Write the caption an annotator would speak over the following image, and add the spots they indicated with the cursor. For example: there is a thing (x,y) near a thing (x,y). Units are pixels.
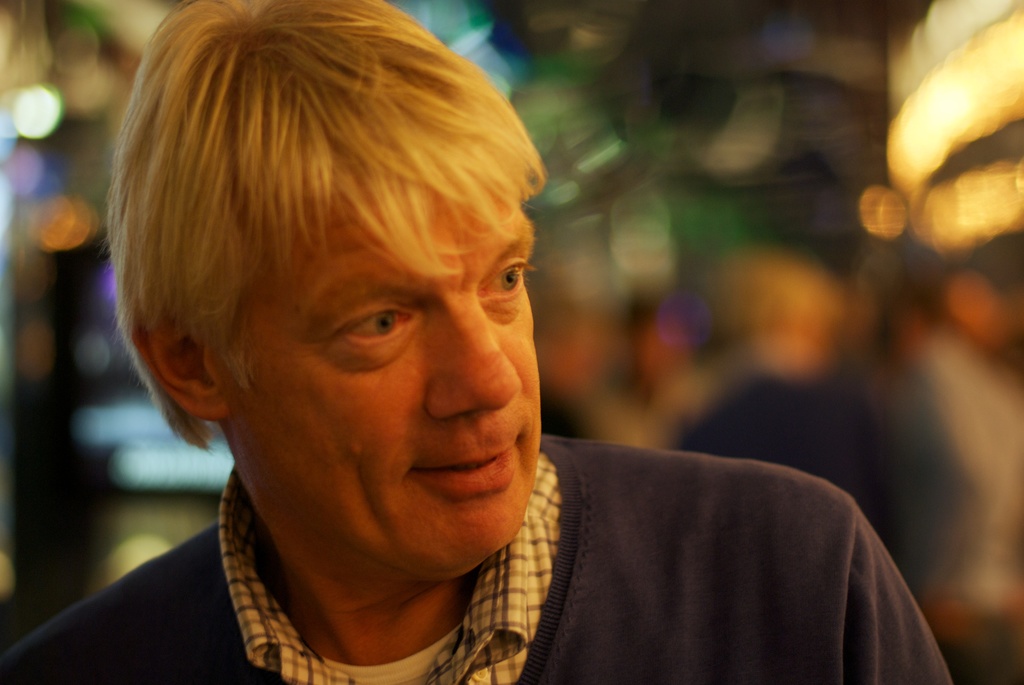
This picture seems to be clicked outside. In the foreground (252,233) there is a person (548,522). In the background (902,83) we can see the lights (928,50) and the background (44,541) is very blurry.
